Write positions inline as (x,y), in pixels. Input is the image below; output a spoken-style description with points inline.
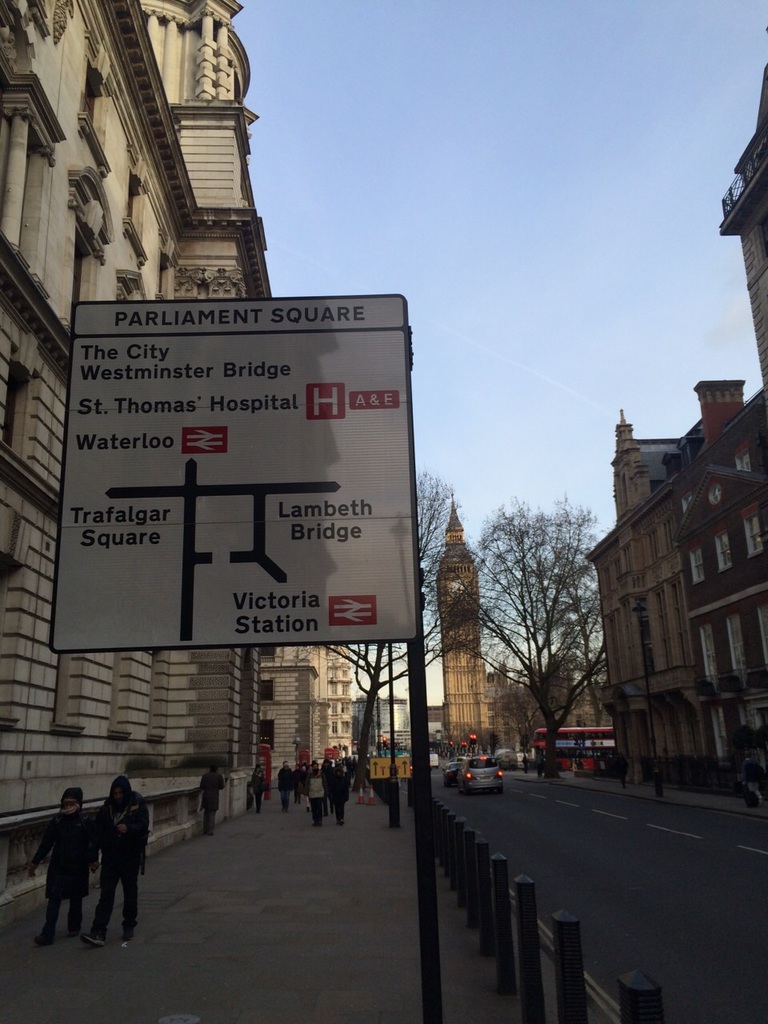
In this image, we can see buildings (287,743), walls (287,743), windows (718,712), trees (494,669), board (100,538) with pole (422,913). At the bottom (437,768), we can see people (133,921), vehicles (480,775), road (498,819), walkway (318,917), traffic signals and few objects (392,789). Background (547,340) there is the sky (465,199).
